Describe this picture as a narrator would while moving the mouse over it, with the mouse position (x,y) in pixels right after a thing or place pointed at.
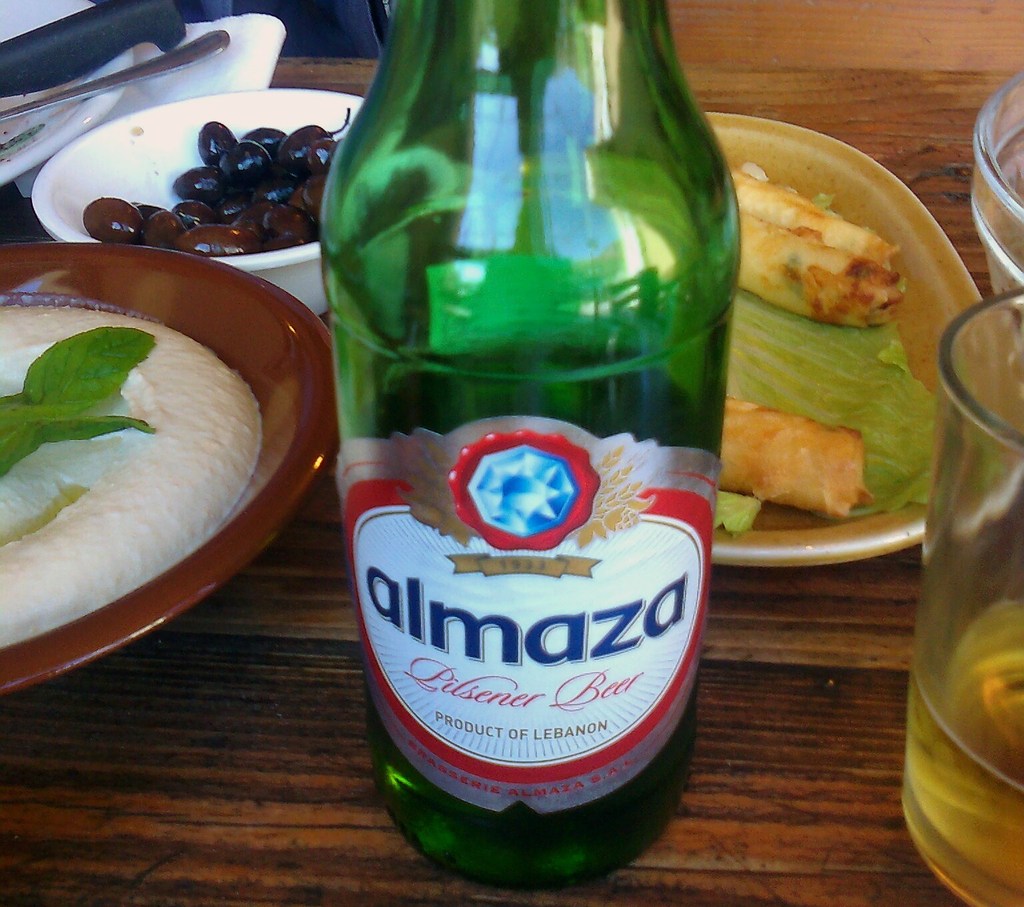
there is a glass bottle (506,346) named almaza. behind that there are bowls (331,164) and plates (837,352) of food (820,443). on the right side (989,513) there is a glass (980,513) filled with drink (945,797).
